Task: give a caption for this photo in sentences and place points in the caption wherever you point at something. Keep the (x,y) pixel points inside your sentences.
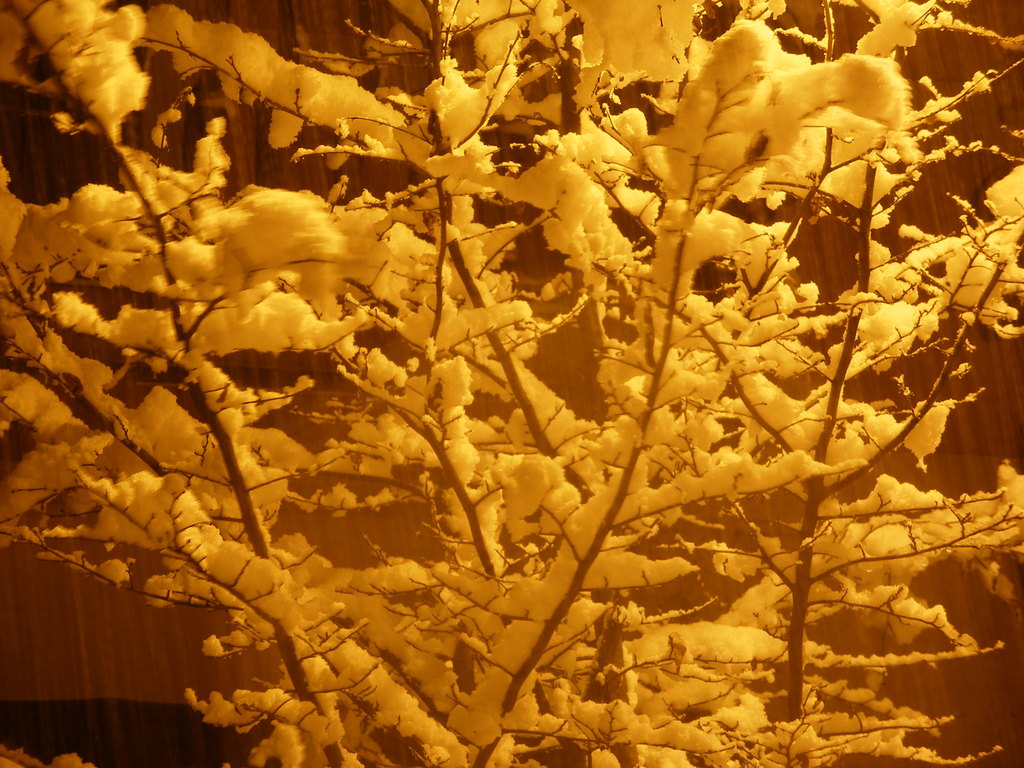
There is a dry tree (532,335) covered with a snow (193,272).
